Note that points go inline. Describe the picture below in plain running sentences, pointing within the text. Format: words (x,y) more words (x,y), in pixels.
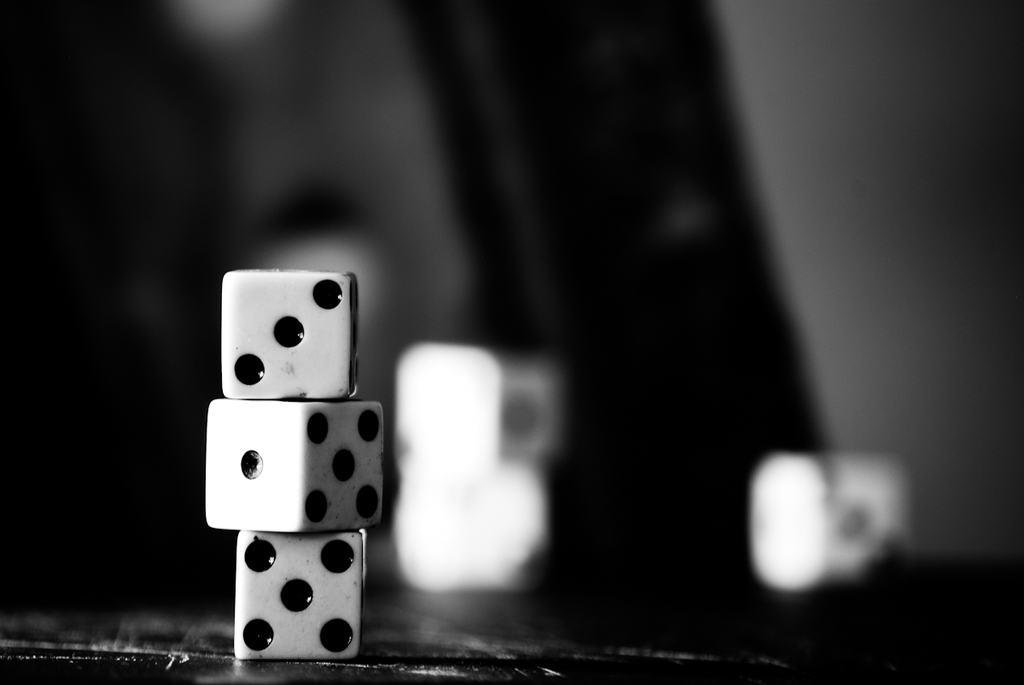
It is a black and white image. In this image we can see the dice (294,532) and the background (346,27) is blurred.
